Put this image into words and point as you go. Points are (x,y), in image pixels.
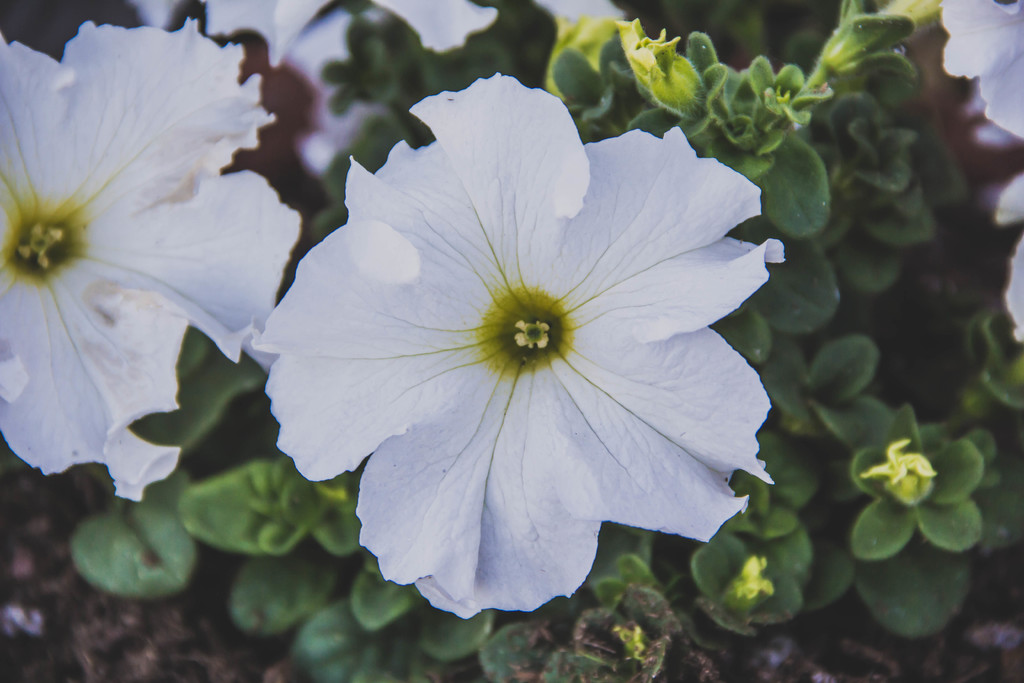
In this picture we can observe white color flowers (225,275). In the background (282,522) there are green color plants (652,559) on the ground (121,609).
